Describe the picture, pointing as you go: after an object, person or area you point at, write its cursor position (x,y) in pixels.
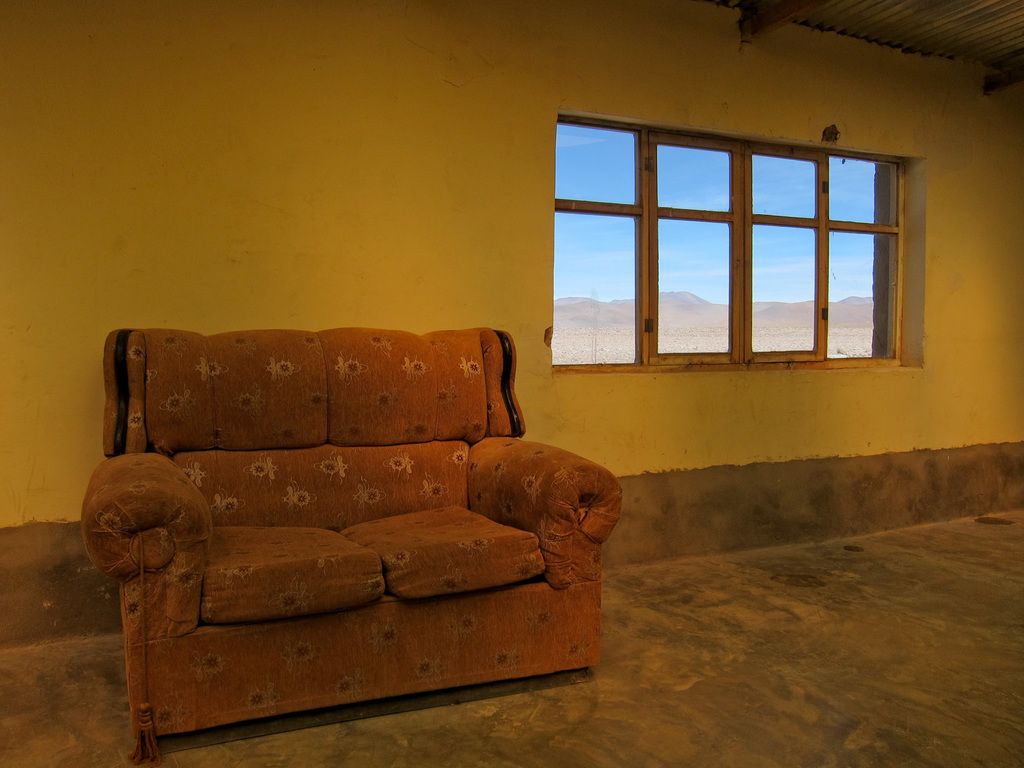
In this image, there is a sofa (143,336) in the left side (97,536). In the right side (791,295) middle of the image (616,339), there is a window (774,291), through which mountains (797,309) and sky (801,164) blue in color is visible. The roof top (900,7) is made up of tin shed (957,35). The background wall (574,73) is visible which is light orange in color. The picture is taken inside the house (414,78).
